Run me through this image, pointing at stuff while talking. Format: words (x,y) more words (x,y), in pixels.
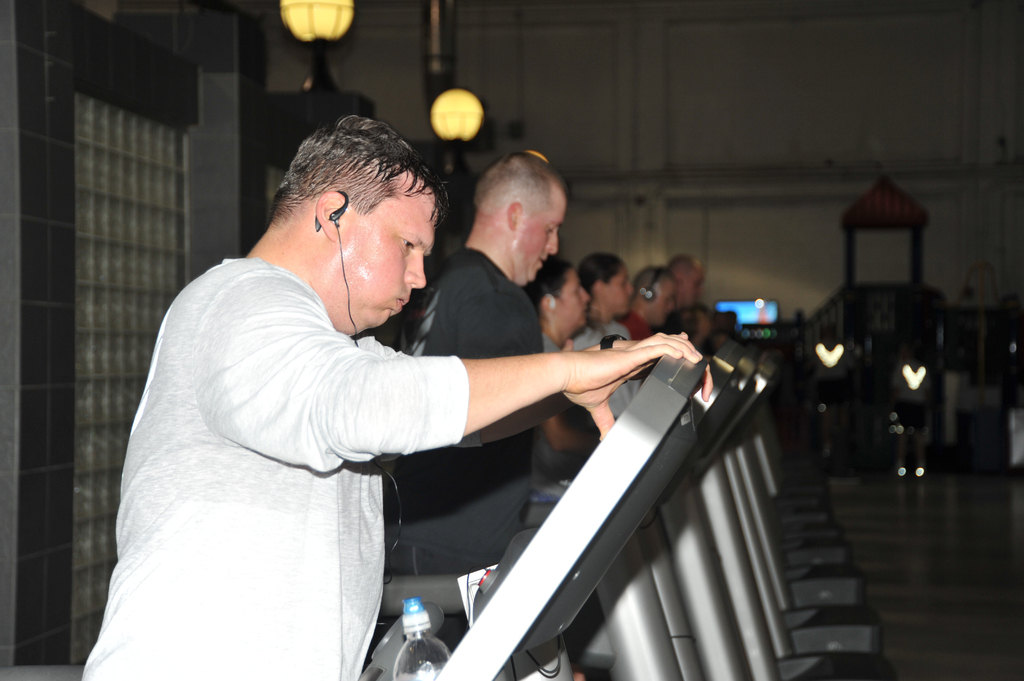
In this image there are people (505,395), there are treadmills (670,487), there is light (452,131), there is a wall (711,138), there is a person (402,280) listening to music, there is a water bottle (418,626).
